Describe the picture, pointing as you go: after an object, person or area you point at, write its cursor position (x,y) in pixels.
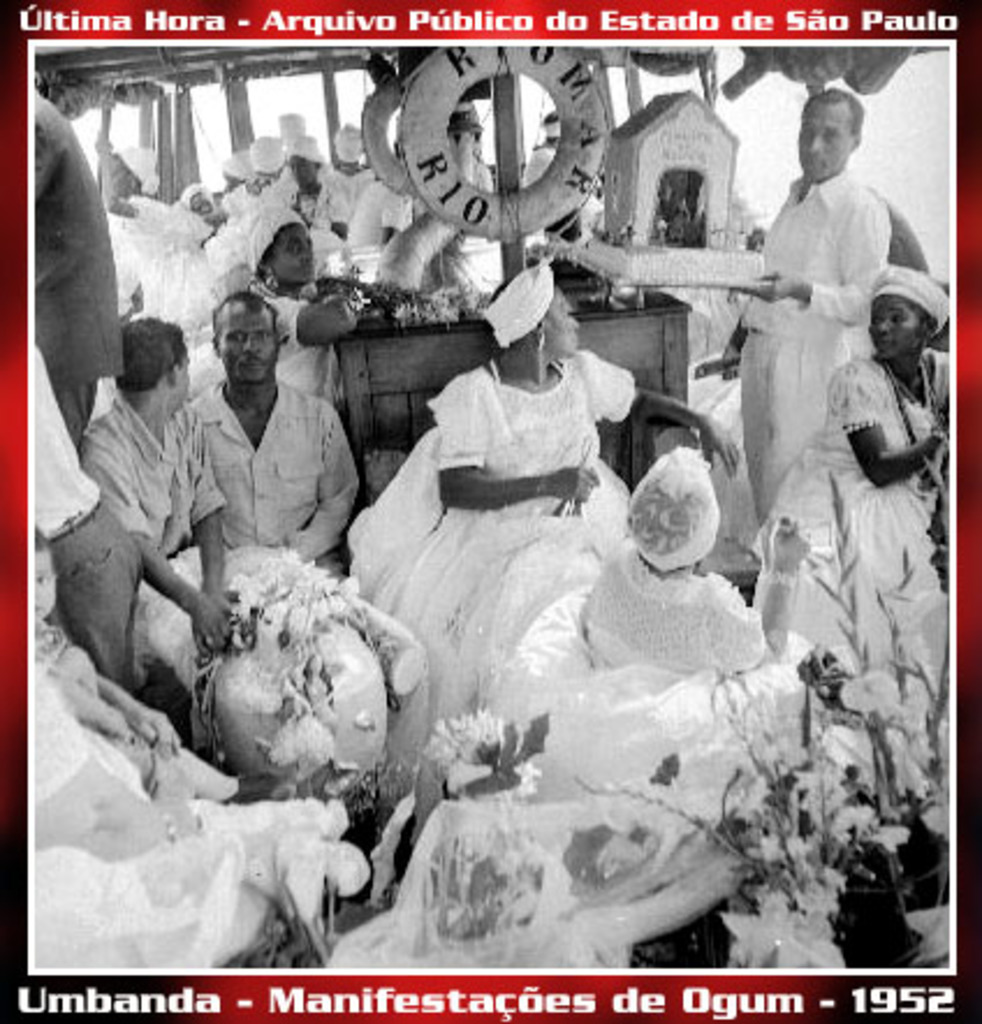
In this picture we can see a poster (628,348), in this poster (405,526) we can see people (562,704), tubes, flowers (302,595) and objects (629,199). At the top (473,7) and bottom of the image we can see text (467,23).
